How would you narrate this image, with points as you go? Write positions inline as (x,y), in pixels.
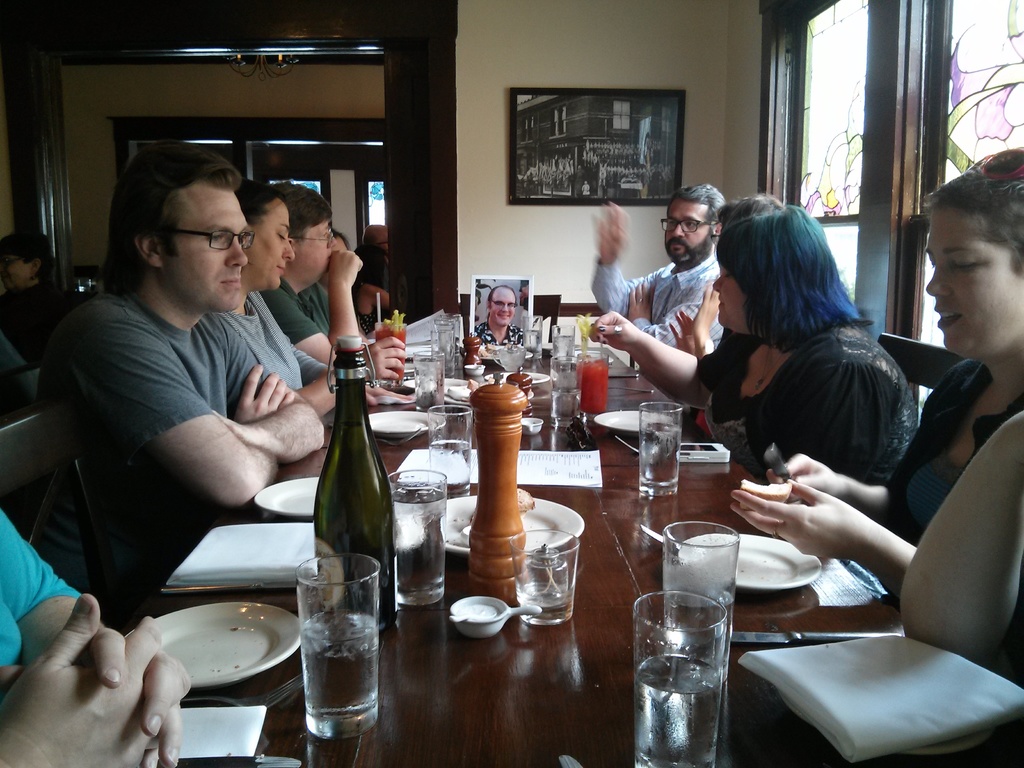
In this image there are group of people (1008,336) sitting in chair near the table (772,734) and in table (778,723) there are napkin (785,697), glass (687,691), photo frame (510,303), plate (231,645), a small bowl (533,607) and in back ground (671,156) there is a frame (663,124) attached to a wall (750,46), window (838,4) and door (245,160).
